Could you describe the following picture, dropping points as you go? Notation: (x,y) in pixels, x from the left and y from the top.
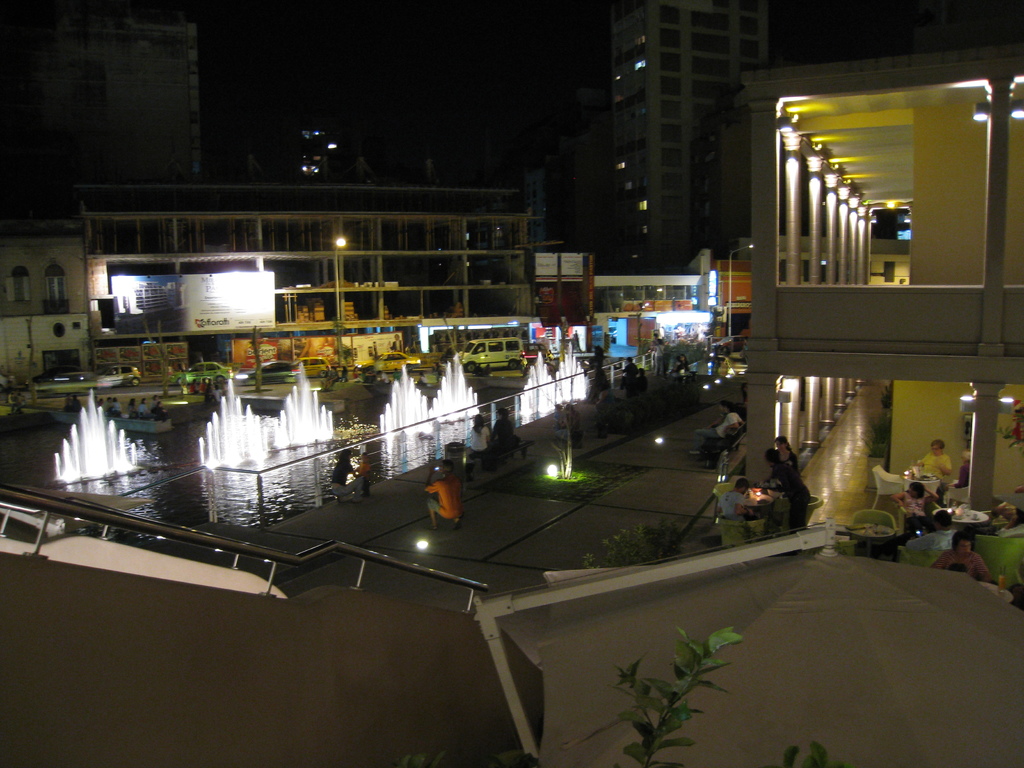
In this image there are a group of people (335,492), in the center (464,397) there are some fountains (300,423), railing (275,467), vehicles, buildings (455,324), lights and some boards (658,307). On the right side (823,371) there is a building (884,170), pillars (979,484) and some persons (941,548) are sitting. And in the foreground (537,708) there are some plants (680,711) and floor (508,518), and also there are some objects (137,670).
